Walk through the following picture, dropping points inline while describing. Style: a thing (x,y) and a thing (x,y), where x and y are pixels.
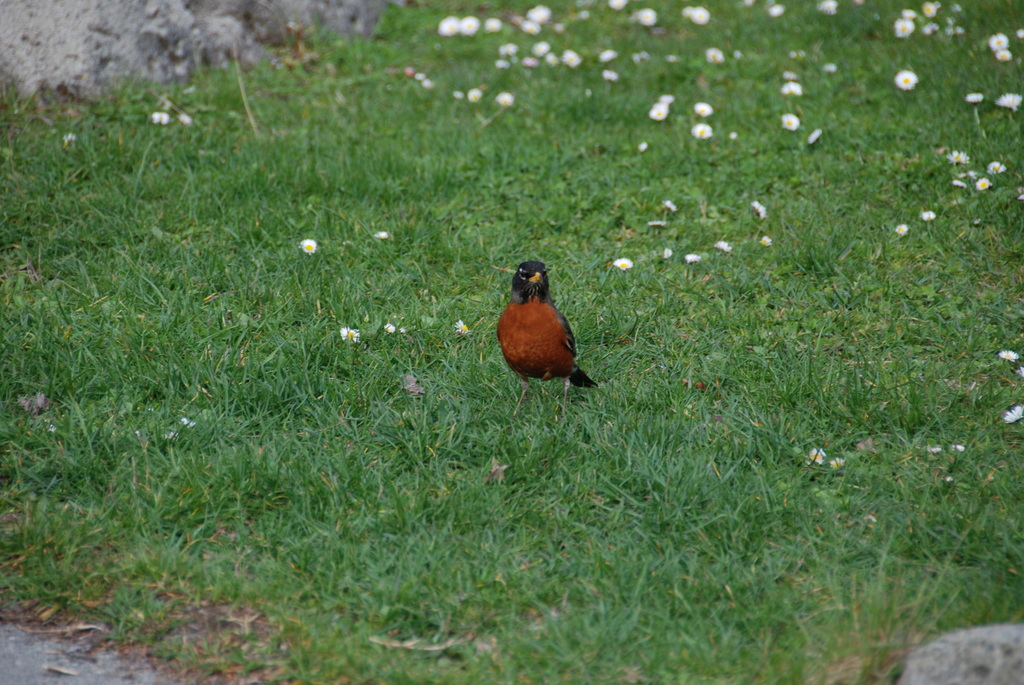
In the center of the image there is a bird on the grass (360,417).
